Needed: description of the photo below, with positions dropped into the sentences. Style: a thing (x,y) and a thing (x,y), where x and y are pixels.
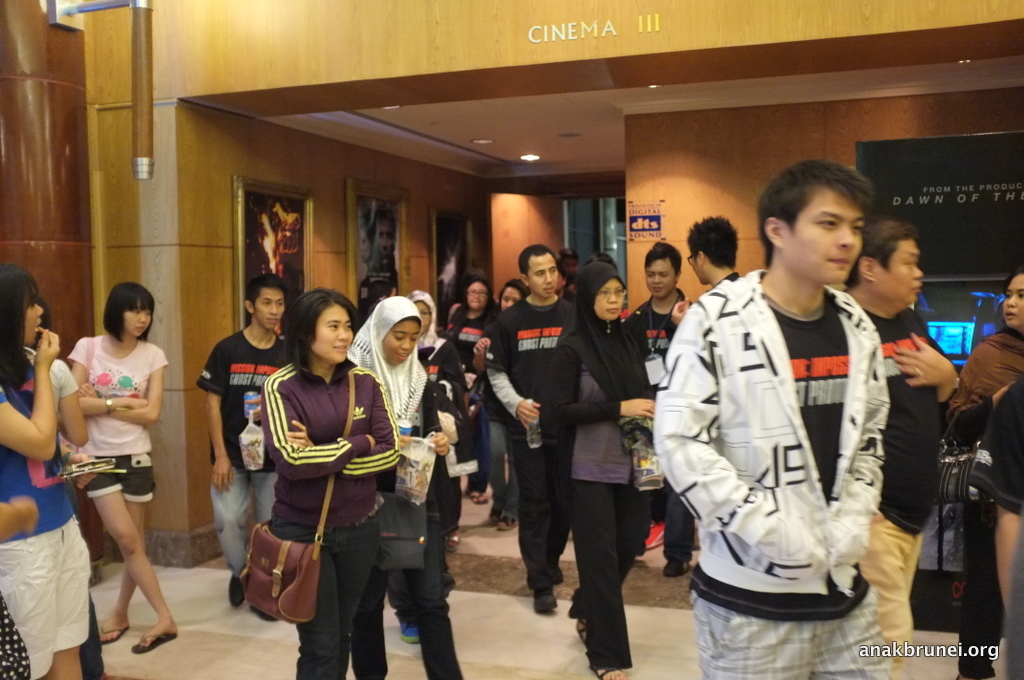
In this image we can see a few people (371,377) standing and holding some objects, we can see the wall (416,234) with some different photo frames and a poster (987,309) with some text (926,203) and image (930,328), at the top of the roof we can see some lights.
